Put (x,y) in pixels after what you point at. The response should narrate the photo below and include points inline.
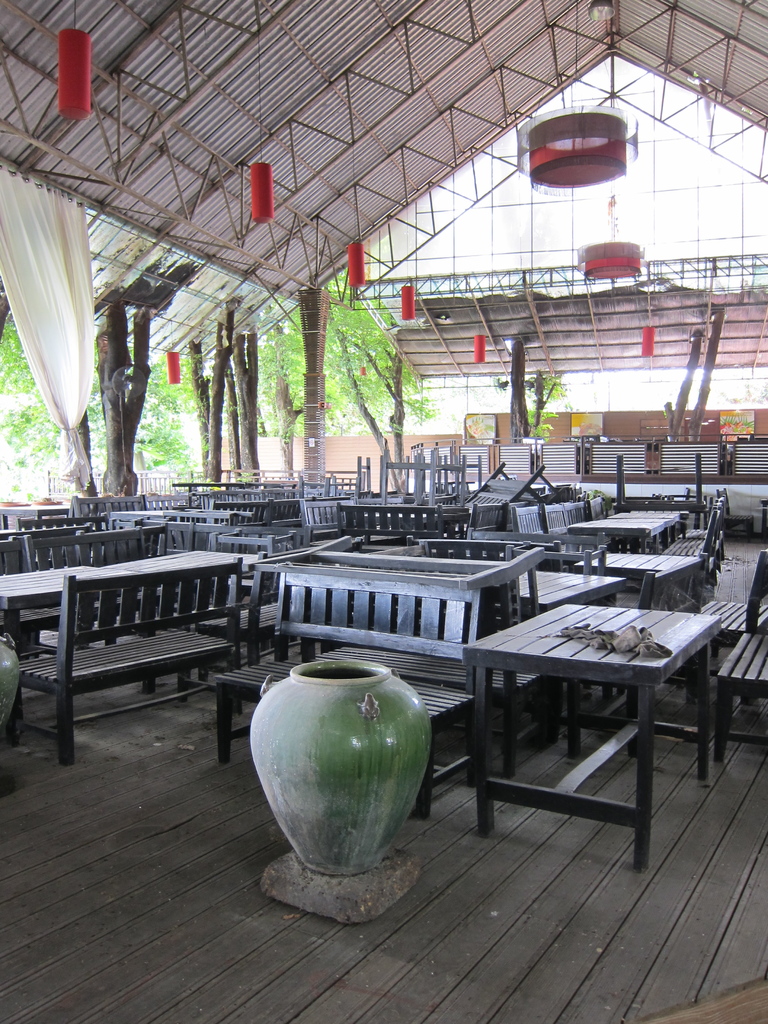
In the center (316,679) we can see the pot (424,770), back of pot (355,670) we can see tables (601,660) and benches (316,522). They are under the shed (218,122). Coming to the background (387,348) we can see some trees (346,391).
